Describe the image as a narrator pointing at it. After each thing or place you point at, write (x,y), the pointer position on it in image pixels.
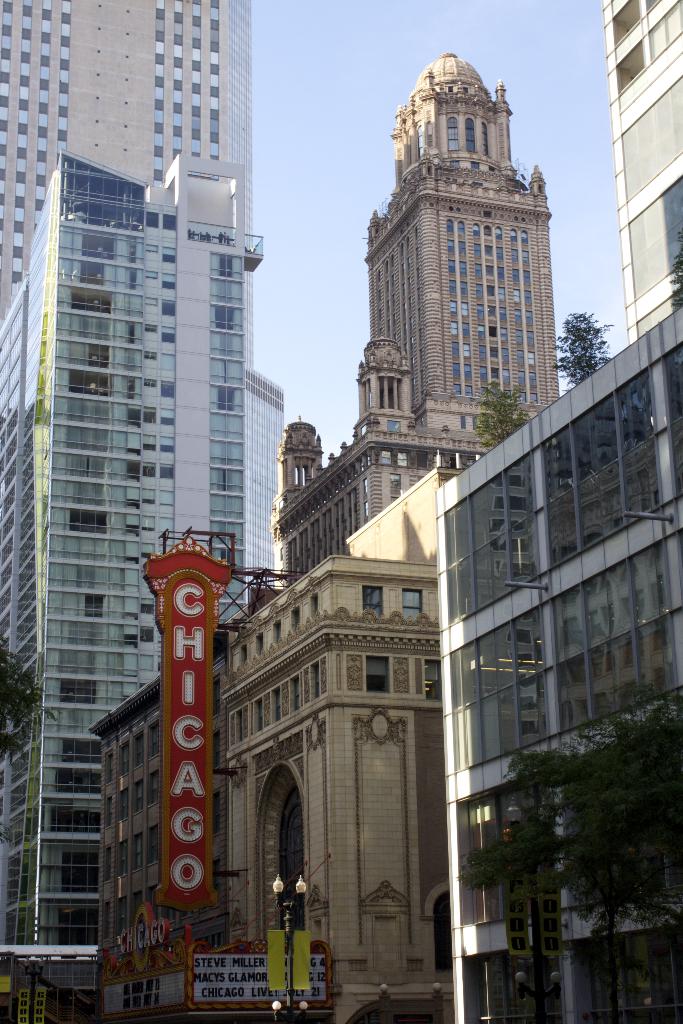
In this image I can see few buildings (395,740) which are white, blue and cream in color, few boards (195,775), a pole (288,993), few lights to the pole (287,948) and few trees (582,798). In the background (322,292) I can see the sky (377,202).
